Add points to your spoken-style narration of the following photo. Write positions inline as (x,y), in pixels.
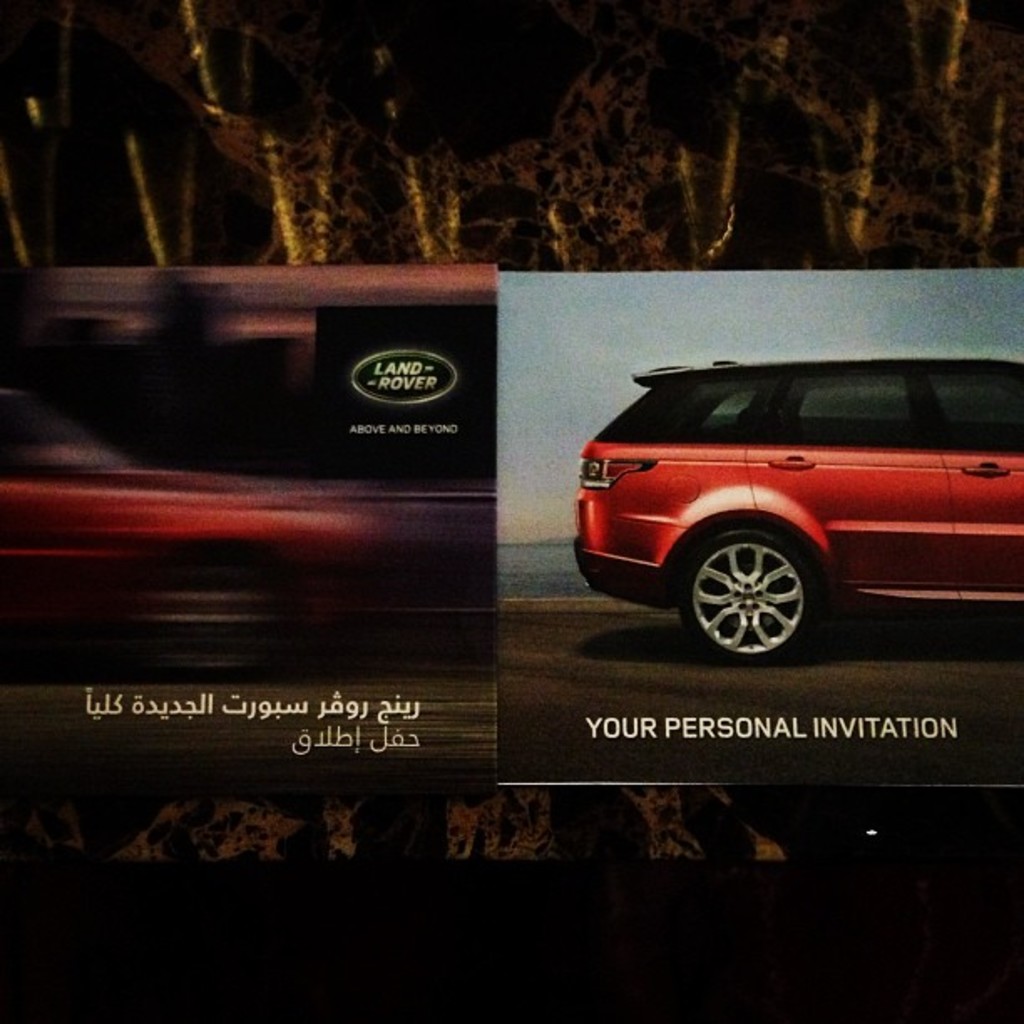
In this image we can see an advertisement (424,594). In this we can see car (865,403), road (550,641) and text (359,750).
